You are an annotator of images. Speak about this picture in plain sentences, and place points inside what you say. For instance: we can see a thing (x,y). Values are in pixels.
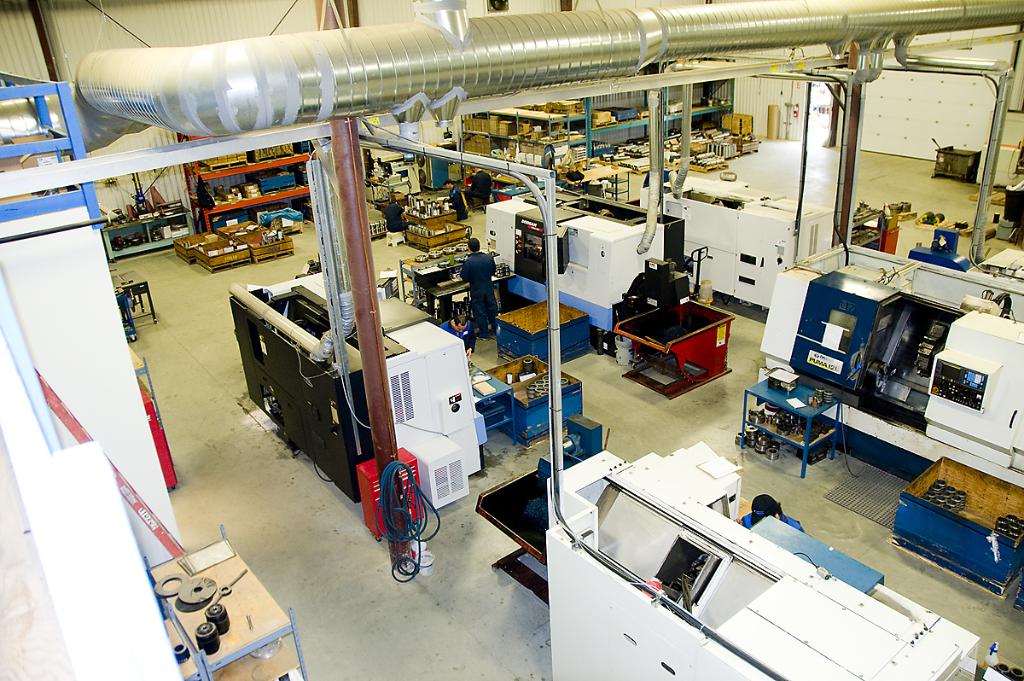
This picture might be taken inside the room (660,670). In this image, we can see some machines (821,645), group of people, pillars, tables (231,564) and few, metal instruments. On the top (516,66), we can see a steel pipe (612,61).
